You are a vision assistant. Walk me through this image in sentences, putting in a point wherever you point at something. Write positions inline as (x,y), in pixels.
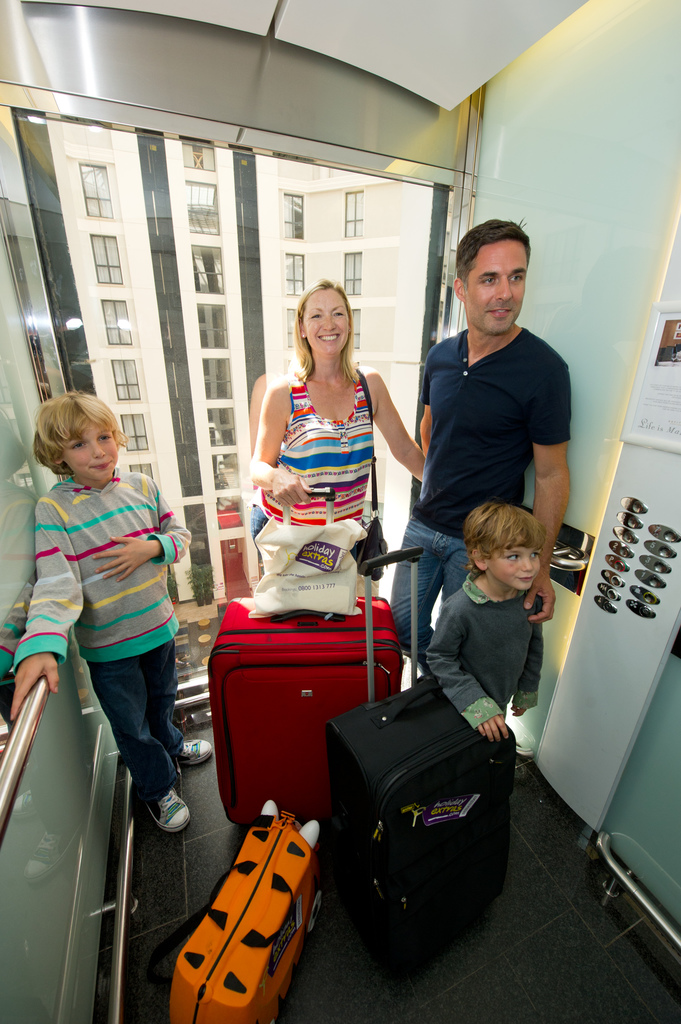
This is the picture of some people (305,417) with their luggage (306,689) in the lift (203,1) and behind them there is a glass wall (190,274) and some silver buttons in the right (603,584).
